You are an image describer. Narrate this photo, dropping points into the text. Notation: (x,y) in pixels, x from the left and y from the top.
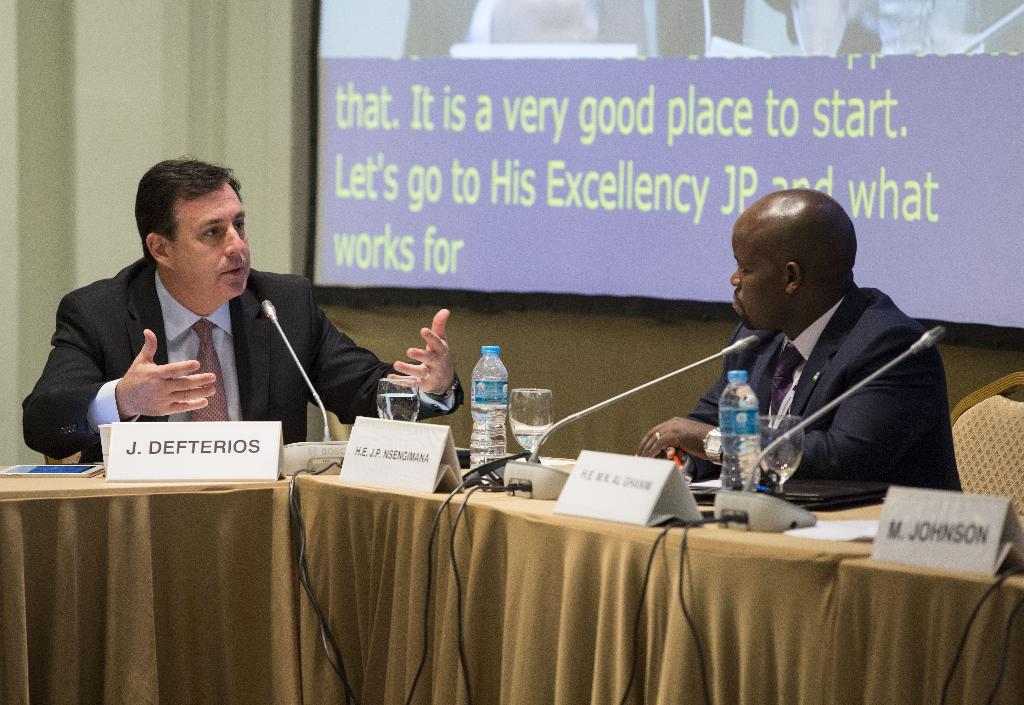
In the center of the image (674,435) there are two persons (829,457) sitting on the chairs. In front of them there is a table (866,549) on which there are objects (609,502). In the background of the image (325,294) there is a screen (503,110). There is a wall (122,54).
